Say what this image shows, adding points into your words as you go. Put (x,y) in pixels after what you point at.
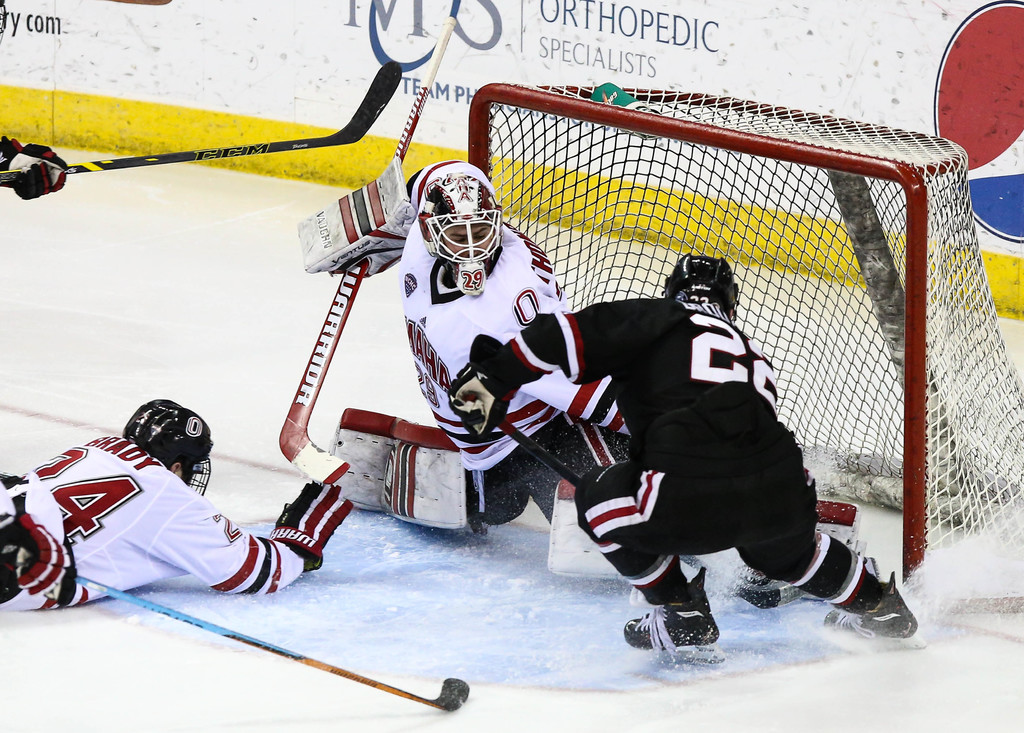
In this picture we can see the persons (697,432) are playing hockey. And wearing helmet (442,209) and gloves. And holding a hockey stick (320,334) on their hands (351,253). In the background of the image (401,83) a board (113,42) is there. On the right side of the image (838,255) mesh (831,326) is present. At the bottom of the image (623,695) snow (652,687) is there.
